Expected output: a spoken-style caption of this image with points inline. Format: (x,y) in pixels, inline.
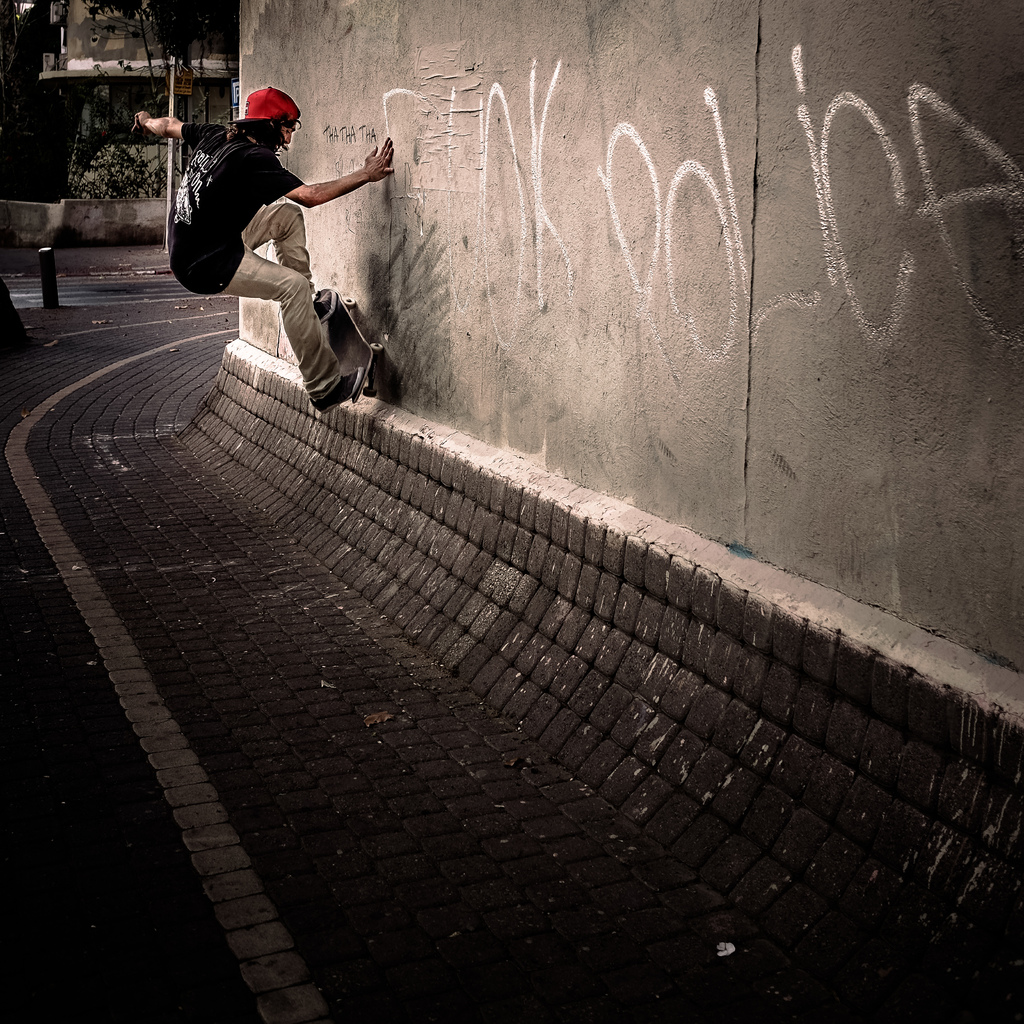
In this image we can see a person (297,290) on the skateboard (337,324) wearing a red color cap (252,110). To the right side of the image (798,481) there is wall (551,492). At the bottom of the image (202,749) there is road (130,739). In the background of the image (67,154) there are trees (96,106), house (74,25).
